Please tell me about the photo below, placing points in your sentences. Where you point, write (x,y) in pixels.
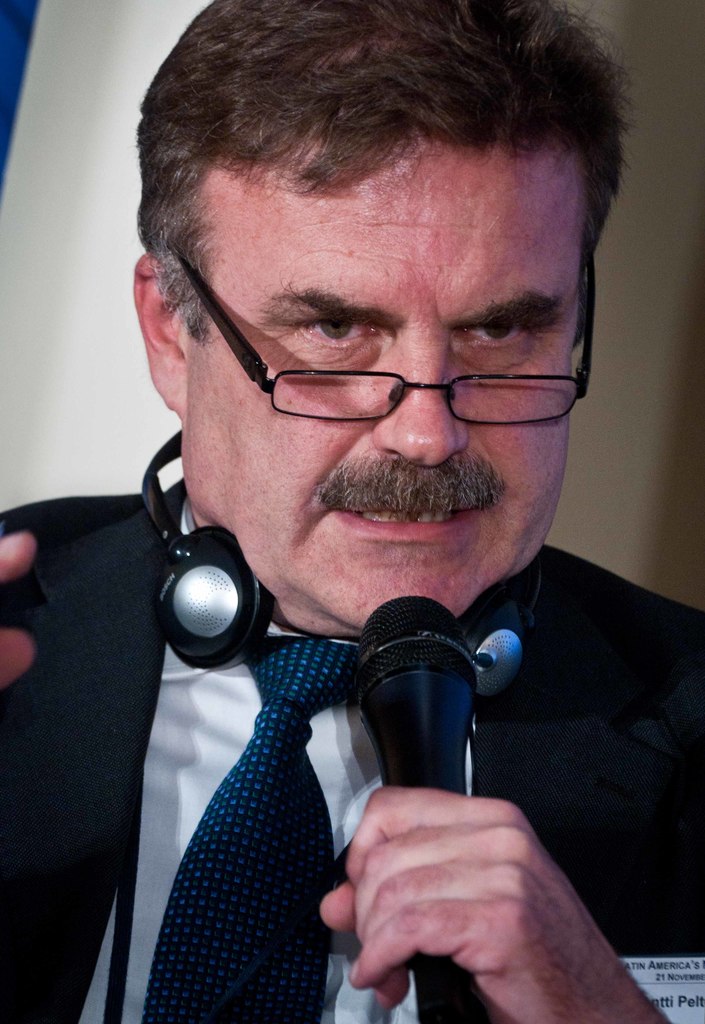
As we can see in the image there is a man (302,308) wearing spectacles (383,382), black color coat (92,753) and holding a mic (451,962) and there is a headset (203,657) around his neck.
